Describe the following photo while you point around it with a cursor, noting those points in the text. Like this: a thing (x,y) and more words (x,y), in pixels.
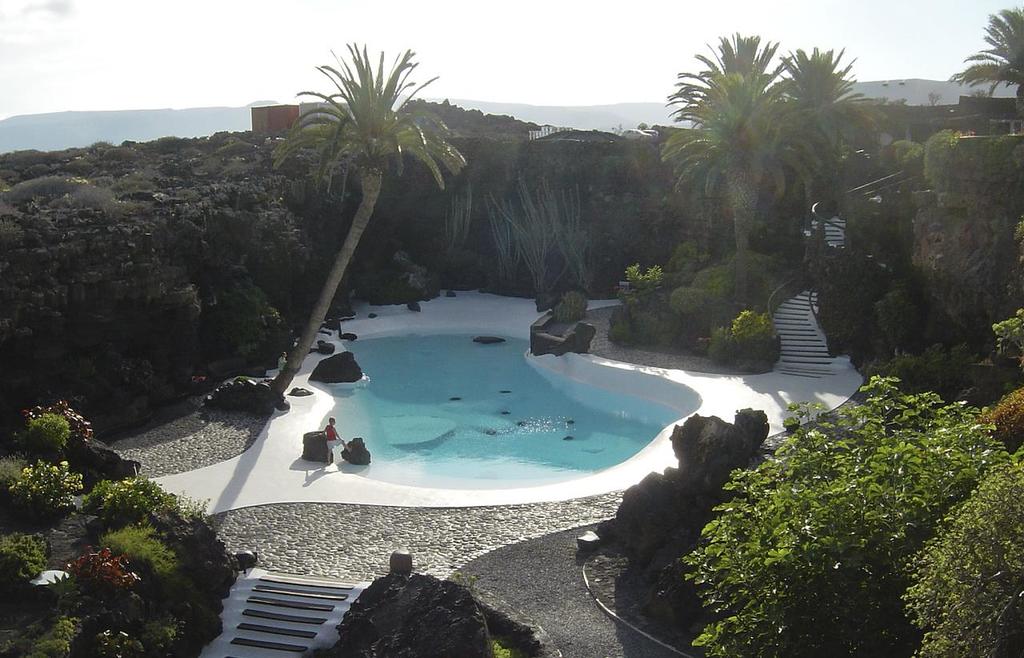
In this image there is a swimming pool (428,400). A person (331,448) is standing beside the swimming pool (390,470). He is keeping his leg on the rock (363,457). There are few rocks (364,443) on the floor (745,406). Right side (812,353) there is a staircase (793,361). Background (291,128) there are few trees (728,104), buildings (278,128) and hills (661,117). Top of the image (635,19) there is sky (560,30). Bottom of the image (266,629) there is stairs (264,629). Beside there are few plants (112,596).
